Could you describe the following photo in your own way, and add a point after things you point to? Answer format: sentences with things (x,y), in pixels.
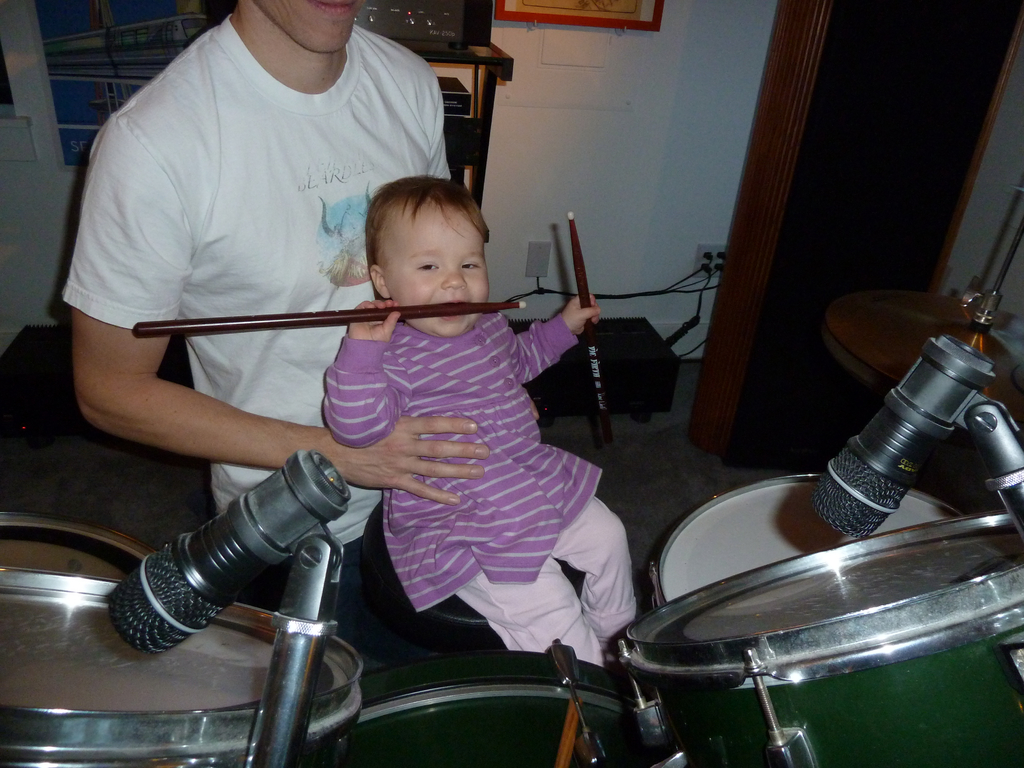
In a picture one man (364,488) is standing in a white shirt (267,275) and holding a baby (446,481) where the baby (472,481) is wearing a purple dress (514,518) and sitting on the stool (460,606) in front of the drums (76,584) and sticks (600,374) in baby hands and behind the man (376,156) there is a wall (681,150) and some speakers (594,403) and wires (680,292) and photos (585,12) on the wall (648,79).
